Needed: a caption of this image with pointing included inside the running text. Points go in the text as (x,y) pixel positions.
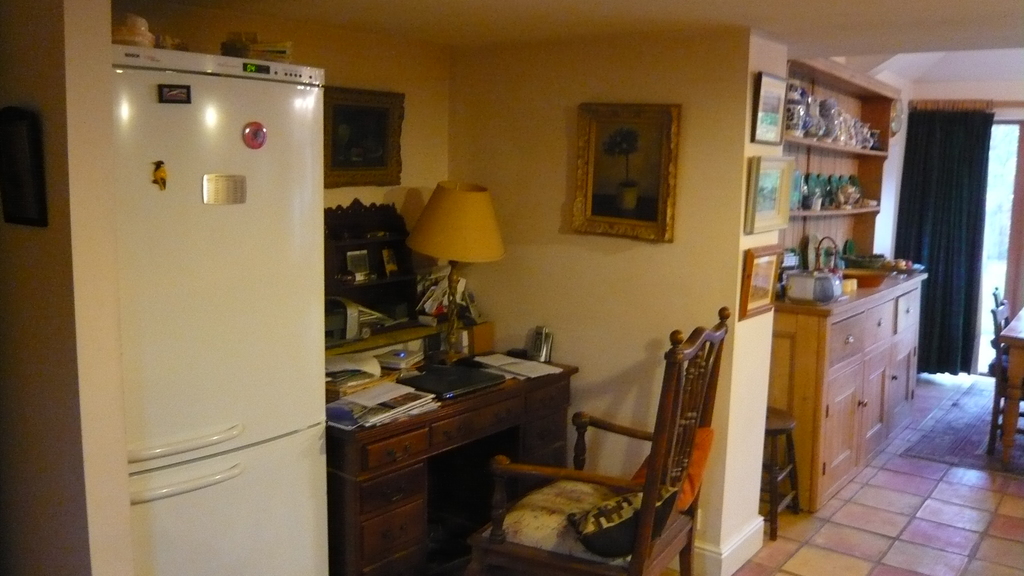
The picture is taken inside a building (599,373). Here there is a fridge (236,360). This is a table (444,429), this is a chair (698,362). Here there are few drawers (856,351) in the cabinet (865,337). On the table (452,440) there are books (425,396), lamp (456,306). Here there are jars (820,175) on the shelves (828,165). This is looking like a dining table (1004,334). This is a chair (1002,324). This is a stool (773,437). On the floor (879,516) there are tiles (902,485), carpet (954,405). this is a curtain (955,165). On the wall (729,160) there are many frames (394,156).
